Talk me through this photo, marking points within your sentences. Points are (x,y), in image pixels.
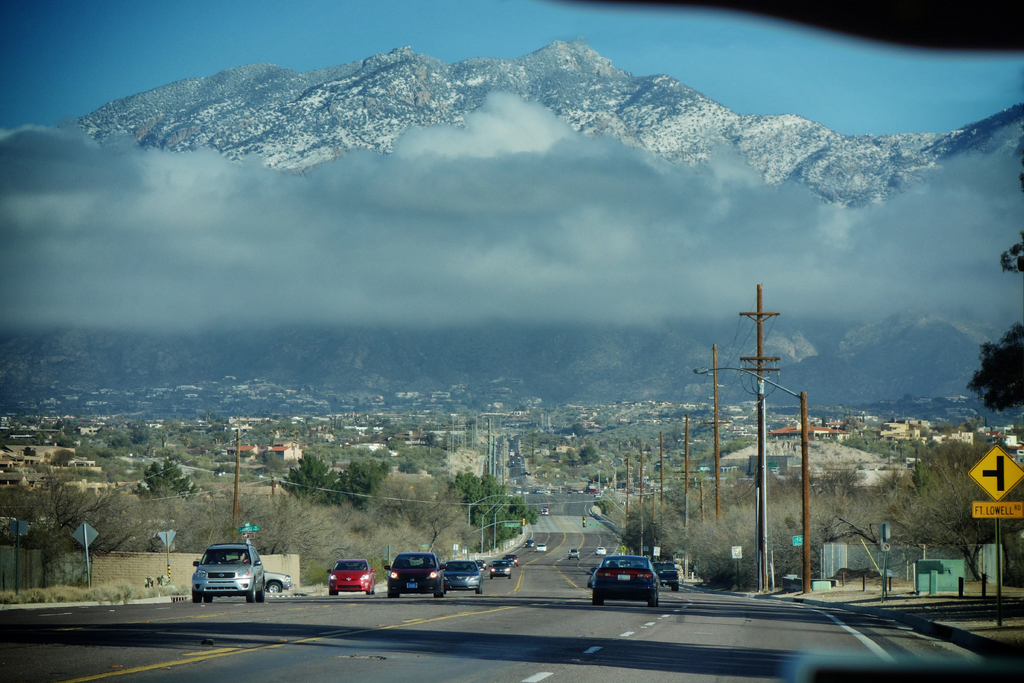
In the foreground (615,592) I can see fleets of cars (447,585) and vehicles (442,566) on the road (446,609), fence (824,556), boards (800,542), street lights (803,501) and trees (953,487). In the background (944,379) I can see houses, buildings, clouds (508,313) and mountains (515,332). At the top (328,59) I can see the sky (304,64). This image is taken may be on the road (407,609).
